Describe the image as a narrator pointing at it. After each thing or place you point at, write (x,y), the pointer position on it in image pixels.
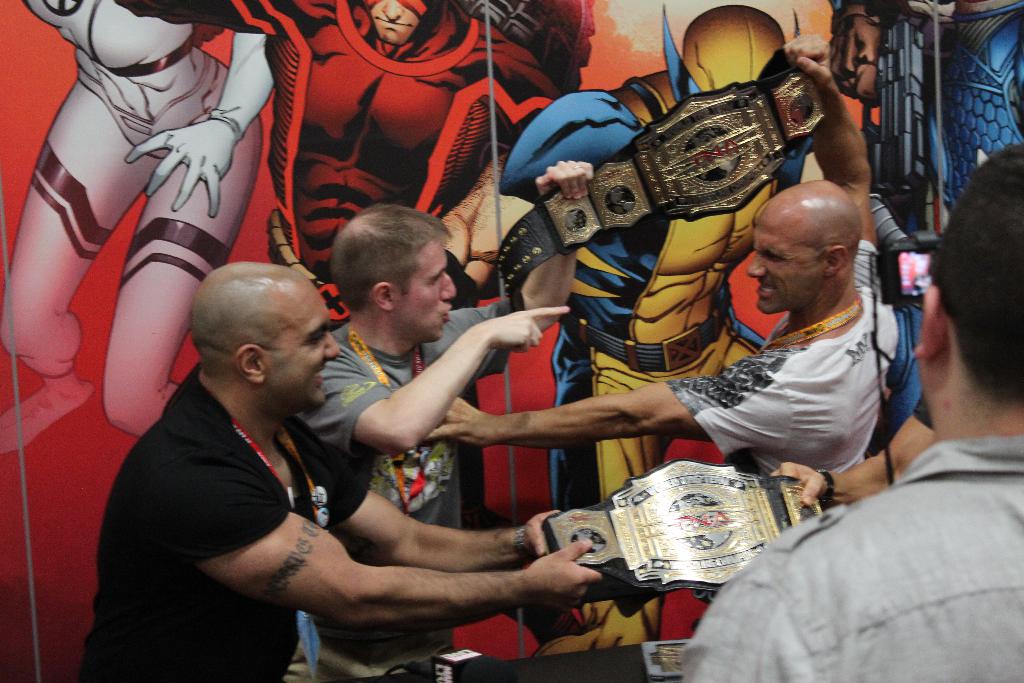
In this image I can see four people (569,437) with different color dresses (791,447). I can see these people (605,402) are holding the belt (627,511) and one person (891,511) is holding the camera (906,274). In the background (392,150) I can see the wall (262,130) which is in colorful.
